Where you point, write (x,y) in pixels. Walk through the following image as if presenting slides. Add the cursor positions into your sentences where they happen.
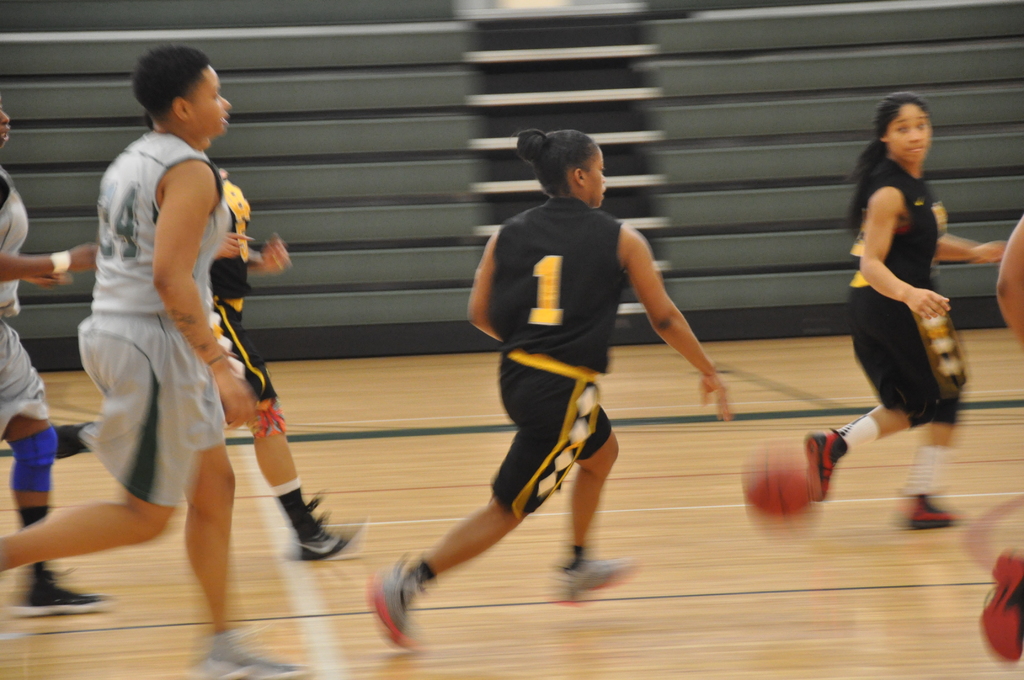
In this image I can see few people (179,235) wearing t-shirts (587,272), shorts (517,450) and running towards the right side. It seems like they are playing basketball. In the background (506,44) there are some stairs (388,138).
